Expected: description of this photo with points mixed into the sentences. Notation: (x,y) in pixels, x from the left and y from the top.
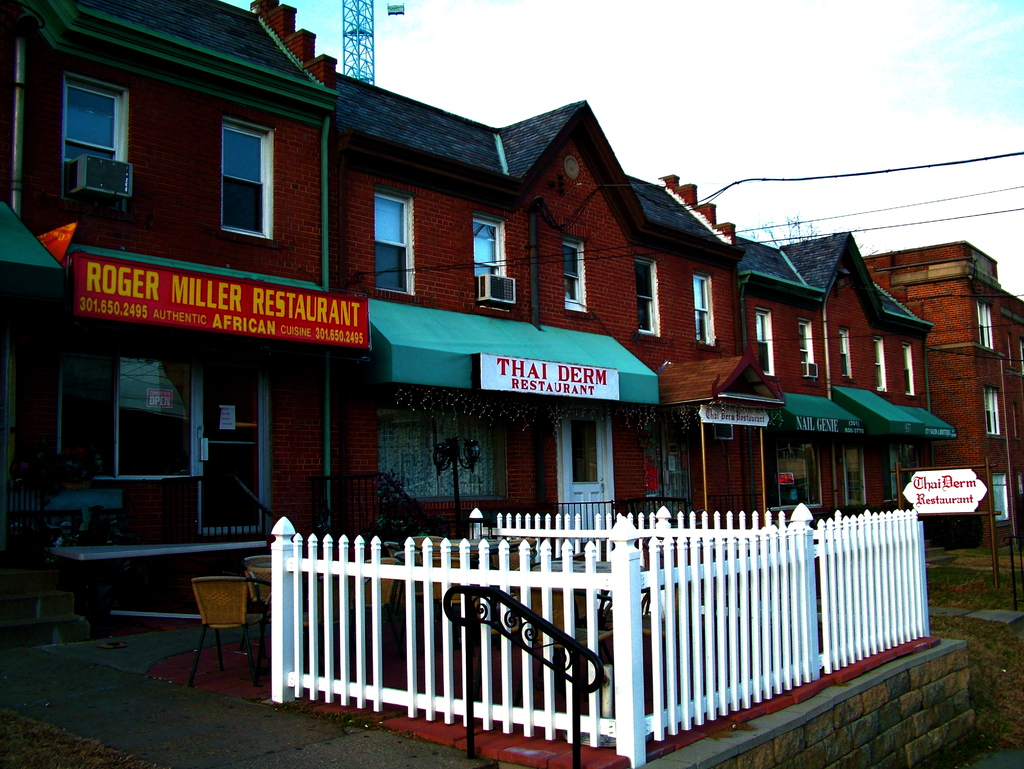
In this image there is front view of the restaurants (578,366), there is a building (986,403), there are staircase (40,610), there is sky (879,90), there is wire (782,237).
